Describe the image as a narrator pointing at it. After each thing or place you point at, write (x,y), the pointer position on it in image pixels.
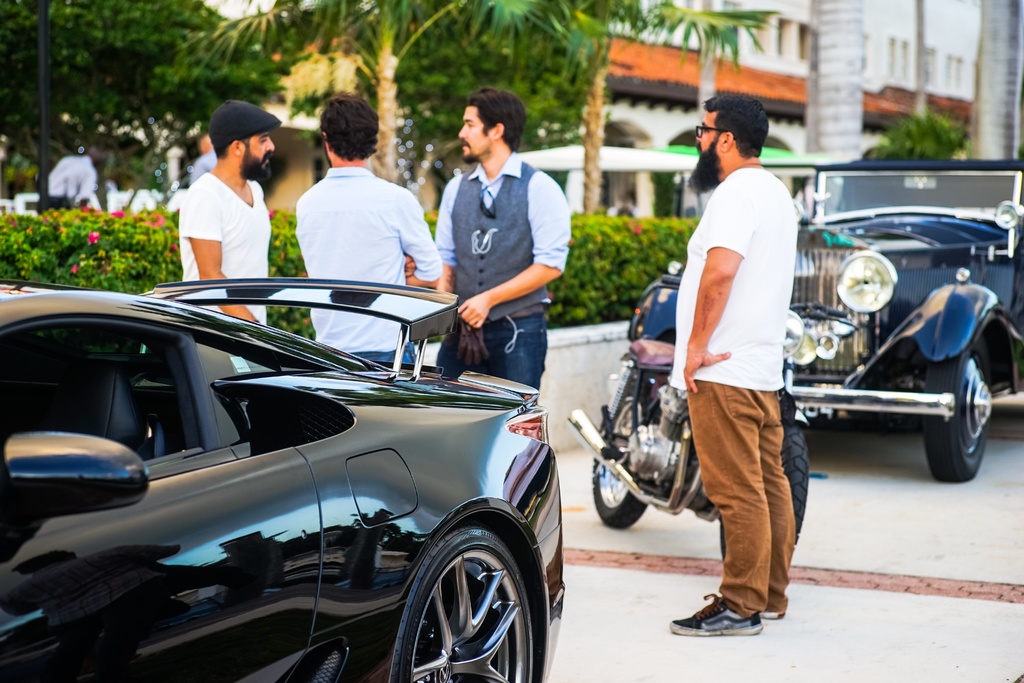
In this image we can see some persons (772,188), vehicles (891,220), plants (168,238), wall (608,366) and other objects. In the background of the image (541,70) there are buildings (793,26), trees (820,58), poles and other objects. At the bottom of the image (780,647) there is the road (641,650). On the left side of the image (140,424) there is a vehicle (314,424).
